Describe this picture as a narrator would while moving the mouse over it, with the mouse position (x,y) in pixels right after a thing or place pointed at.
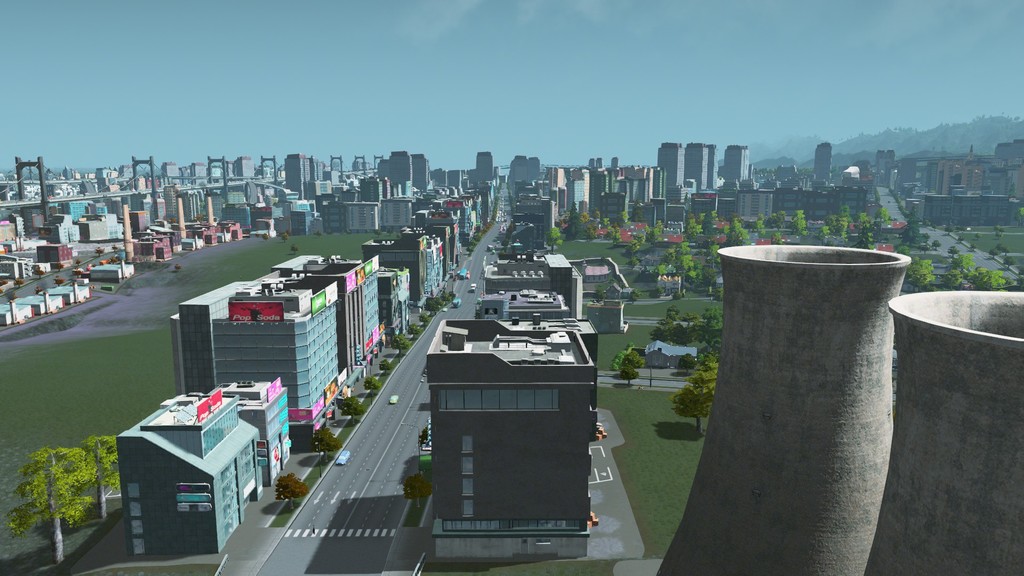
It is an animated picture in this there are buildings (216,392), trees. At the top (478,64) it is the sky (500,53).
